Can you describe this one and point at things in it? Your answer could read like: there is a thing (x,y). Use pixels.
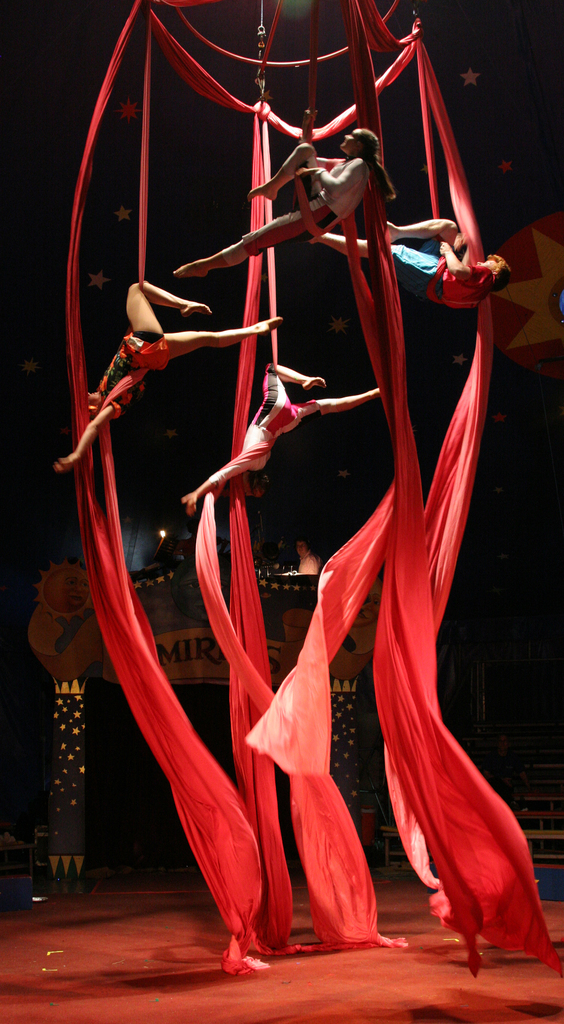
This picture consists of red silks (250,378) in the image and there are stars (472,72) and a decorated arch (345,704) in the image.
